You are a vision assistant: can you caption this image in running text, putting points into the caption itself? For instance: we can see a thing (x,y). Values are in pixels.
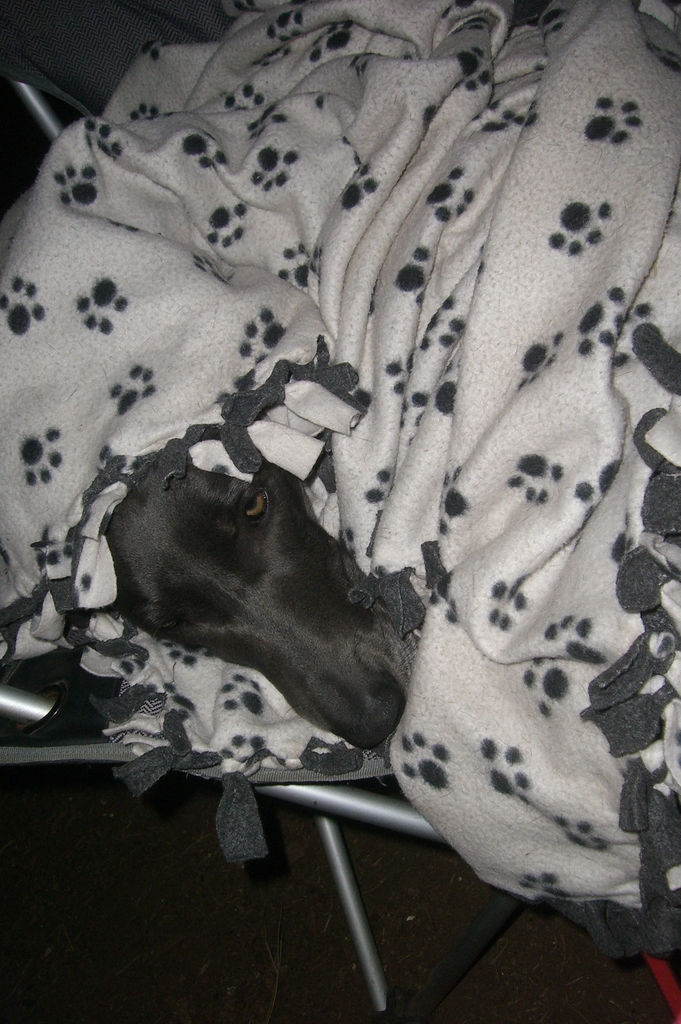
In this picture I can see a dog (247,638) inside a blanket (352,406). This is a colour image.
